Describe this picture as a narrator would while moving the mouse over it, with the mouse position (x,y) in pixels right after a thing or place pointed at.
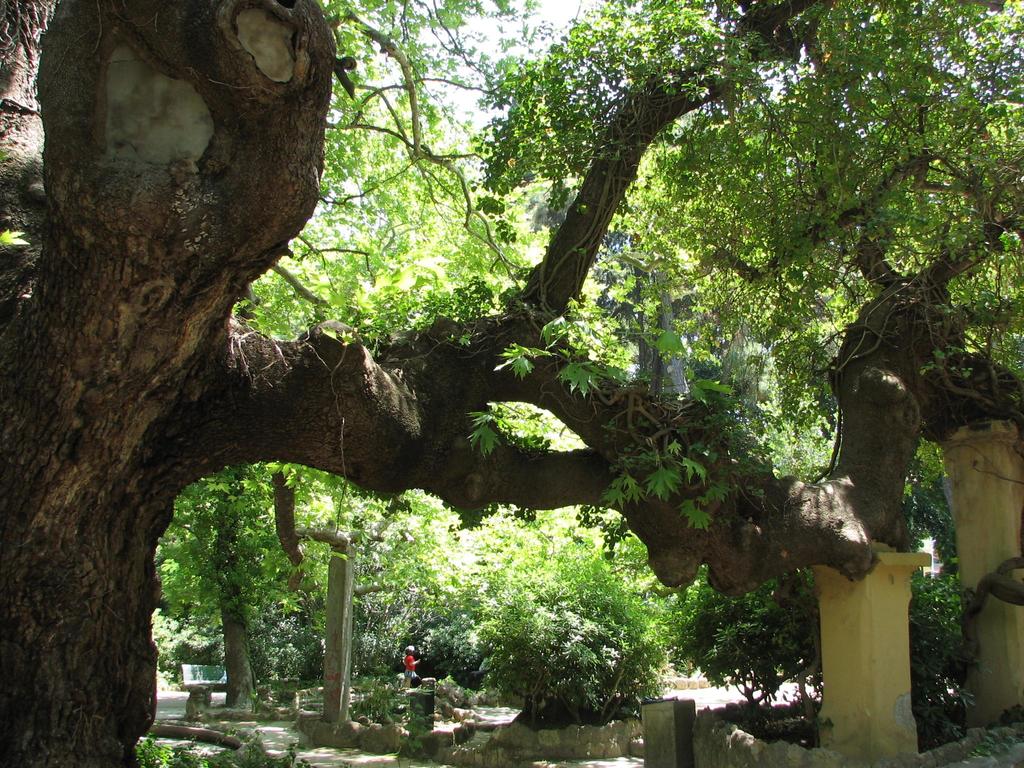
In the picture we can see a tree (452,354) with huge branch (188,478) and near to it we can see some plants (518,671) on the path (715,702) and some person (409,657) standing near it and he is wearing a red dress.
